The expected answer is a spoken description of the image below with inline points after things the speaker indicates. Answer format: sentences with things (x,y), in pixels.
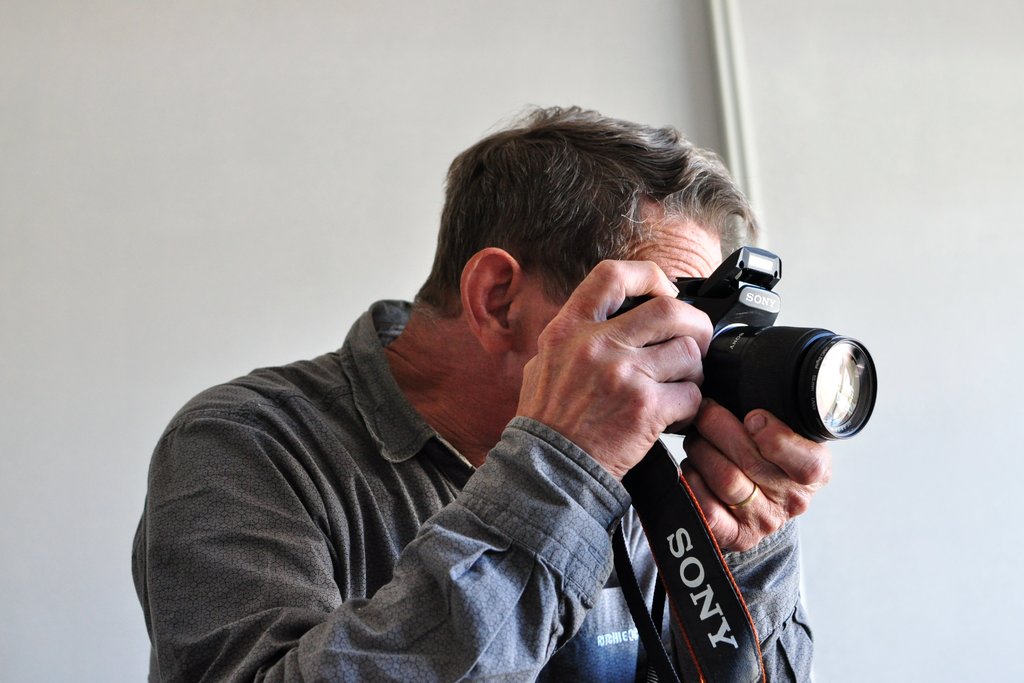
This picture shows a man (486,343) holding a camera (830,392) in his hand (599,327) and taking a picture.
